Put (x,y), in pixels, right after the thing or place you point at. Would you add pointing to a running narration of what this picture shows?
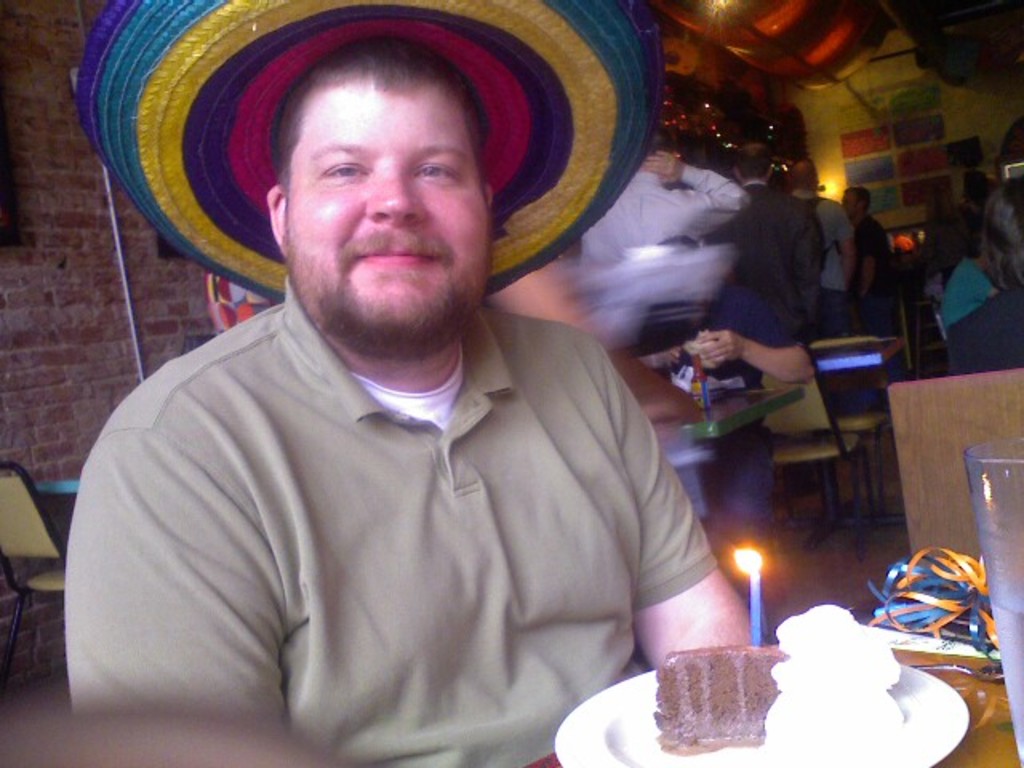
In the picture we can see a man (591,551) sitting near the table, he is with hat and T-shirt (599,532) and on the table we can see a plate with slice of cake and candle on it with light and behind the man (608,515) we can see some people (843,295) are sitting near the tables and some are standing and in the background (860,180) we can see a wall (838,178) with some decorative lights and some posters (870,170).
